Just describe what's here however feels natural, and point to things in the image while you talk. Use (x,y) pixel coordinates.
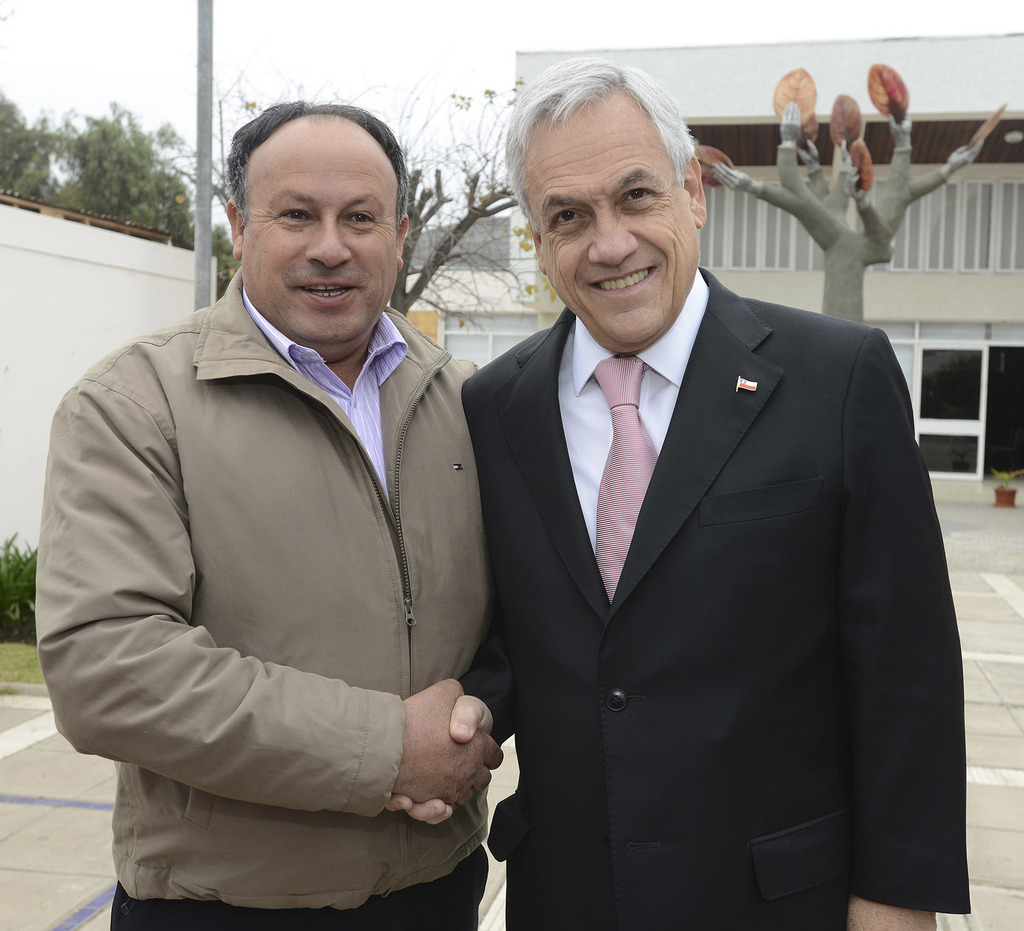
In the image we can see there are two men (625,668) standing and behind them there are trees (89,165) and there are buildings (983,325).
